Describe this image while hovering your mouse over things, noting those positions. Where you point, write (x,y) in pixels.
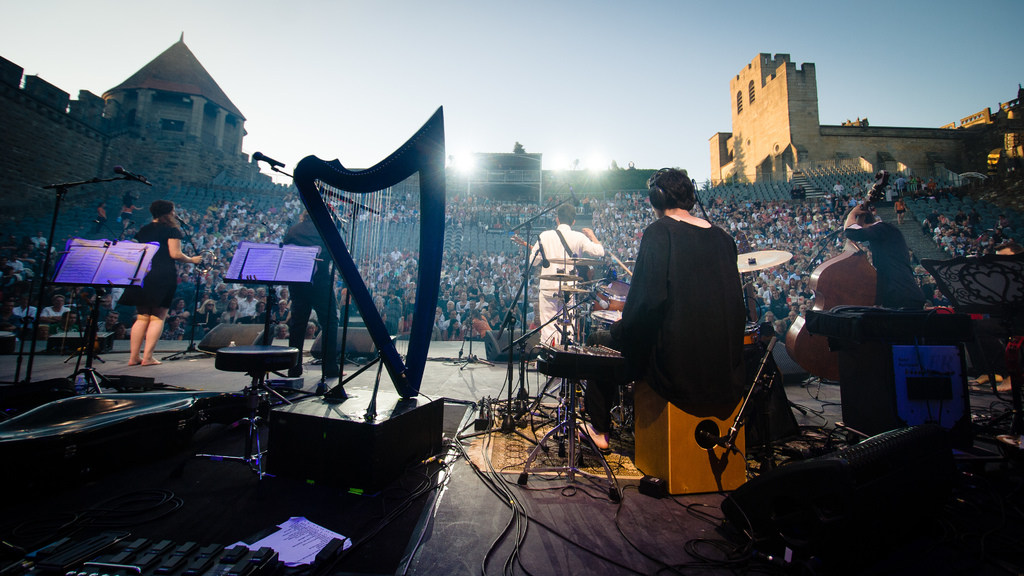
In this picture we can see some people (865,237) playing musical instruments (419,360), mics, stool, wires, stands (542,212) and these all are on stage (984,404) and in front of this stage (435,356) we can see a group of people (203,297) sitting on chairs (364,312), buildings (119,109) and in the background (564,117) we can see the sky (396,30).
